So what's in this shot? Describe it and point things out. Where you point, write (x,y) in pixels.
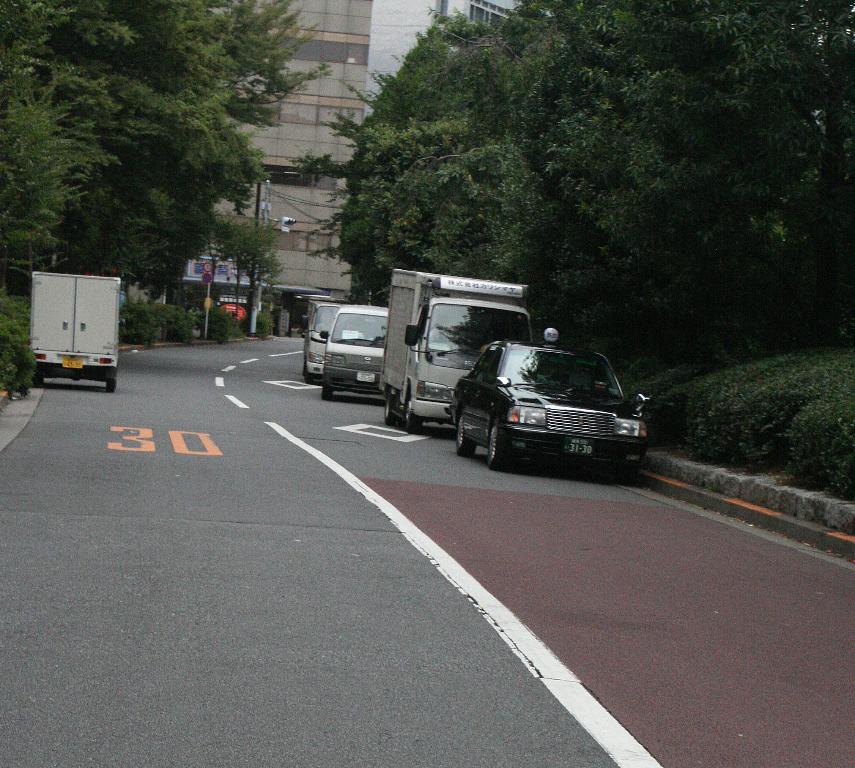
In this image we can see some vehicles (364,378) on the road (343,487). We can also see some plants (639,370), trees (402,77), sign board (208,269), pole (263,216), building (286,280) and the sky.
